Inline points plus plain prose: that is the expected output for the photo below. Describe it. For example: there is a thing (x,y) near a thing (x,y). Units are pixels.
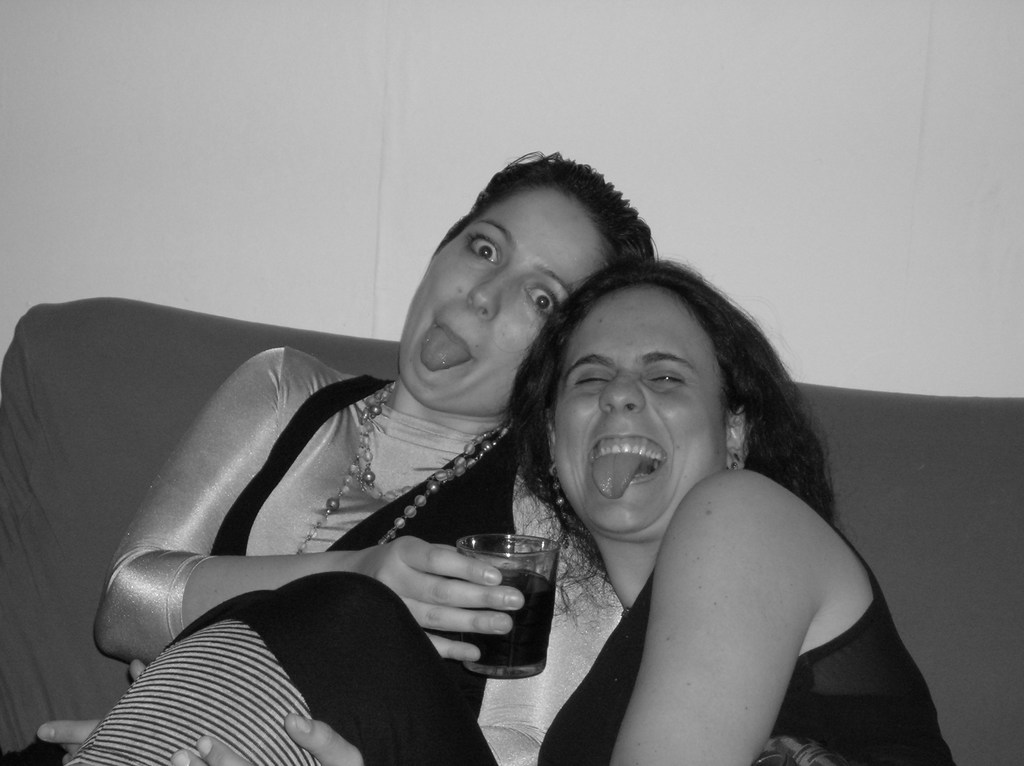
In this picture in the center (414,481) there are women (398,555) having some expressions on their faces (626,503). The woman (454,373) on the left side (281,514) is holding a glass (505,638).
